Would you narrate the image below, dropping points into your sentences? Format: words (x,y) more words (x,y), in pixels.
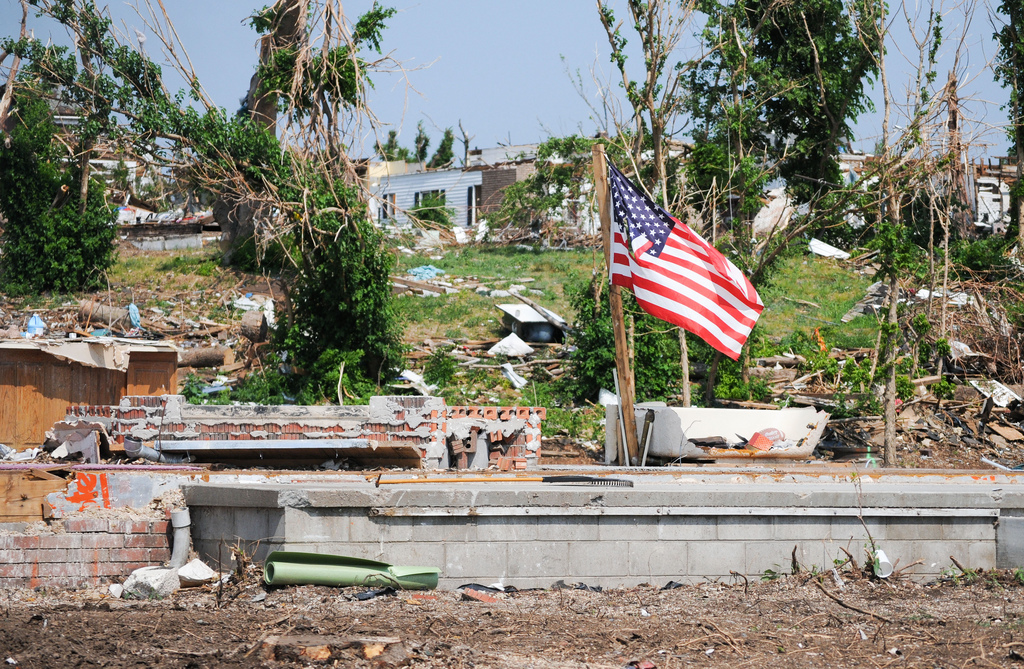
In this image there is a destroyed wall (527,428), a flag (654,253), in the background (605,300) there are trees (208,185) and houses (399,180) and a sky (413,100).
